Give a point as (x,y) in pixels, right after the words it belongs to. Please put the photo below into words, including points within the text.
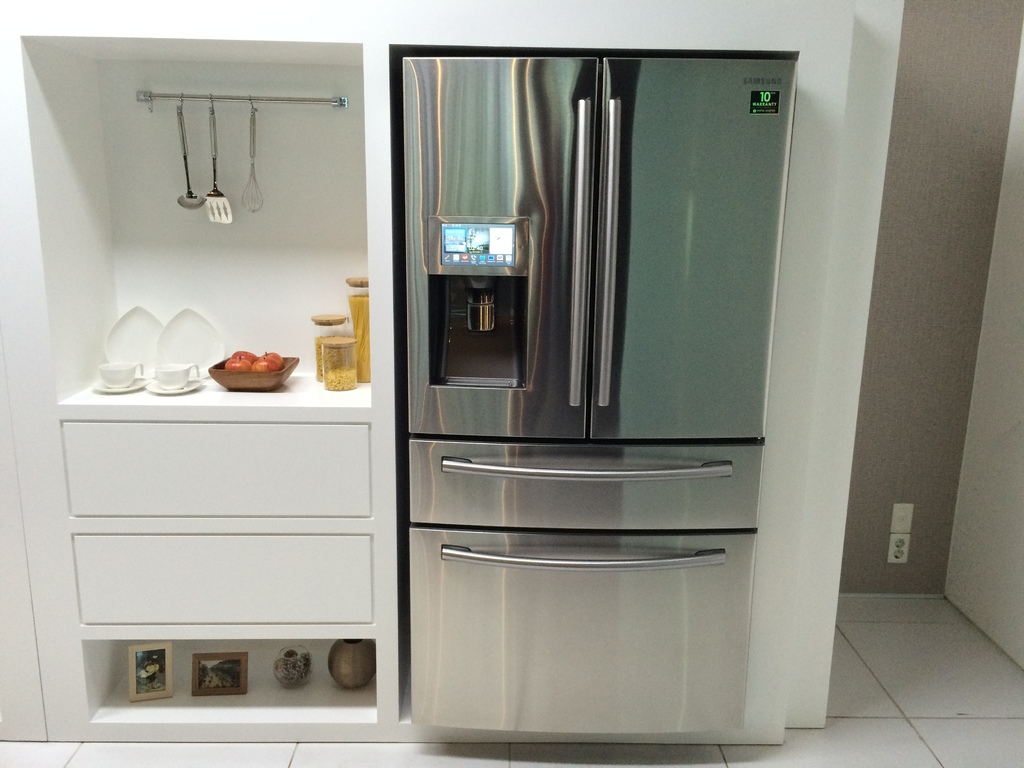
Here in this picture in the middle (565,284) we can see a refrigerator (522,262) present and beside that in the racks (261,404) we can see cups (136,371) present on saucer (114,391) and we can also see plates (146,333) present and we can see apples (276,368) present in the bowl (232,380) and we can also see some bottles (329,330) present and we can see spoons (198,197) hanging over the place and below that we can see drawers (248,457) present and we can also see some photo frames (161,655) present at the bottom (212,677).
